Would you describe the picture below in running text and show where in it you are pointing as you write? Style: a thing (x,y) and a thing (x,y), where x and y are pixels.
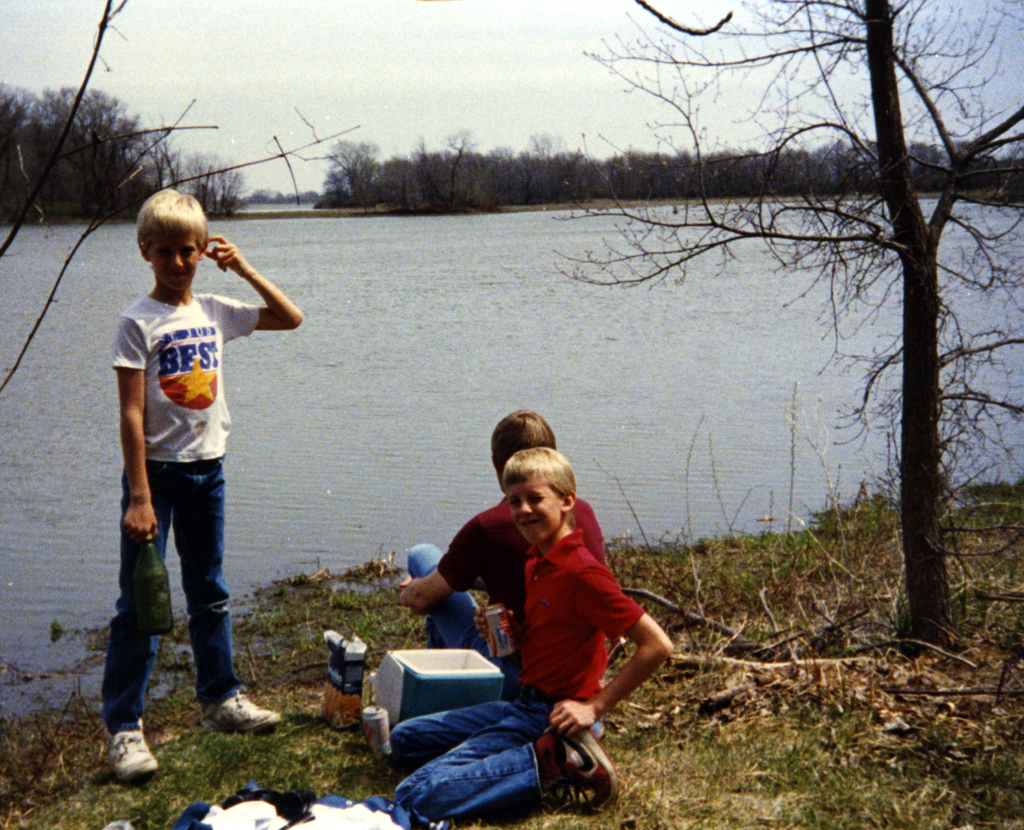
In this image I can see a person (285,318) standing, wearing a white t shirt (210,368), jeans (223,506) and holding a bottle (139,607) in his hand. 2 people (491,787) are sitting. There is a box (381,682) and other objects (385,752). There is a dry tree (908,67) on the right (889,167). There is water (33,390) at the back (991,290) and there are trees (801,171) at the back (743,172). There is sky (376,75) at the top (359,85).
